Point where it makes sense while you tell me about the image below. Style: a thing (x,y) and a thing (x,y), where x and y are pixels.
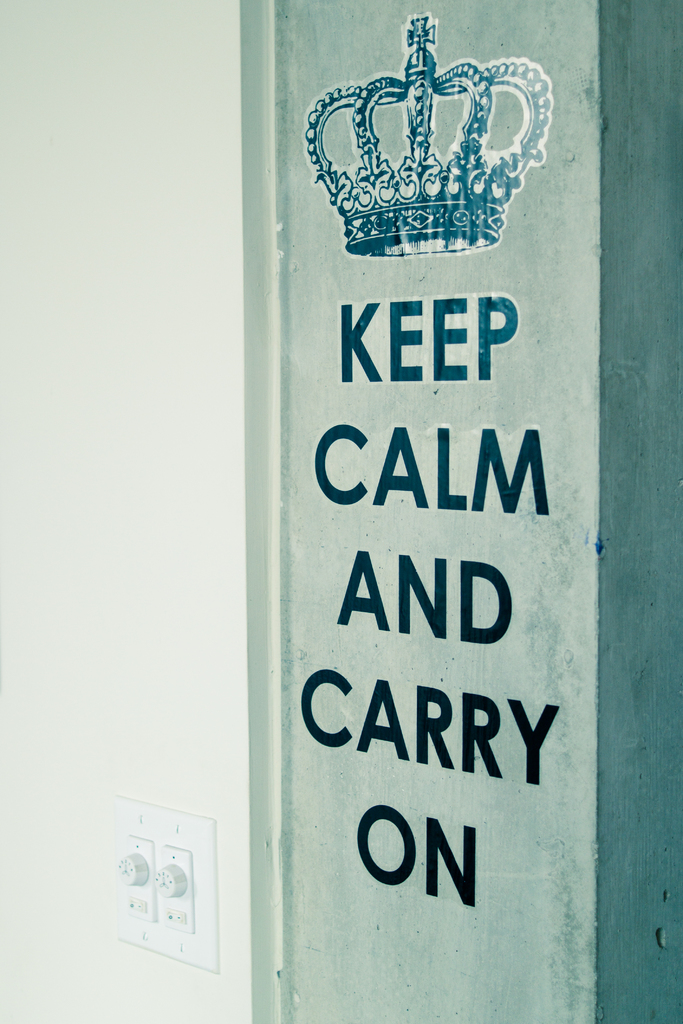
In this picture we can see few switches (130,873) and some text (333,463) on the wall (218,450).
